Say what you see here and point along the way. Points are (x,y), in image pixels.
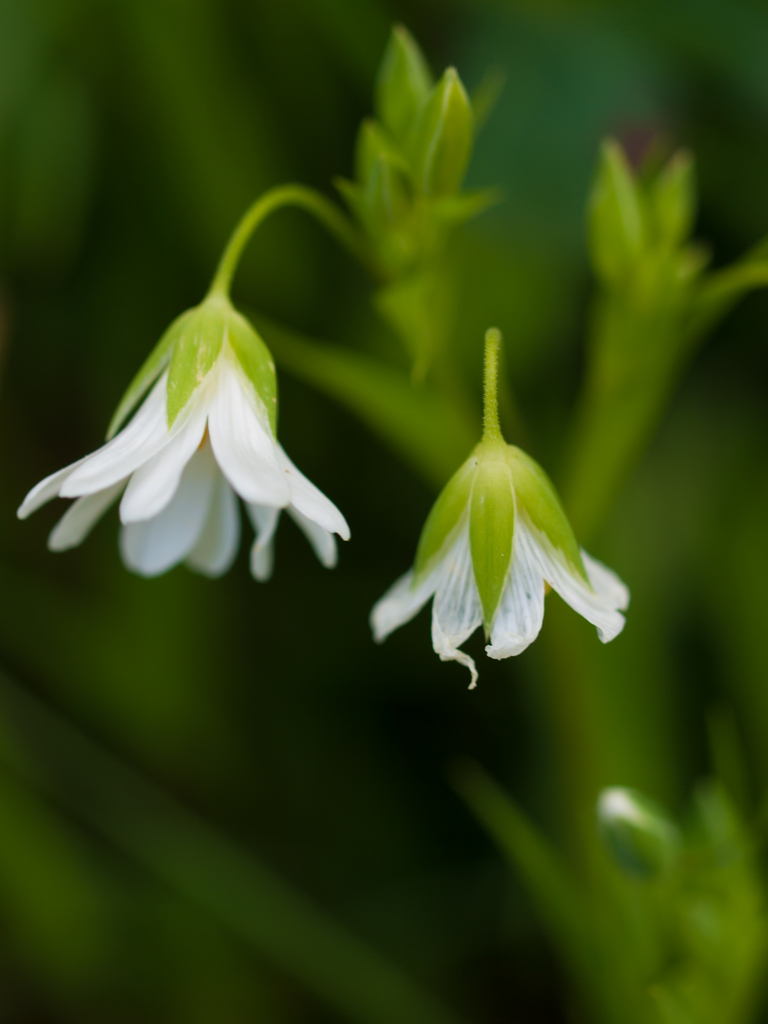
In this image I can see two flowers (512,584) which are white in color to a plant (355,199) which is green in color. I can see the green colored blurry background (580,251).
